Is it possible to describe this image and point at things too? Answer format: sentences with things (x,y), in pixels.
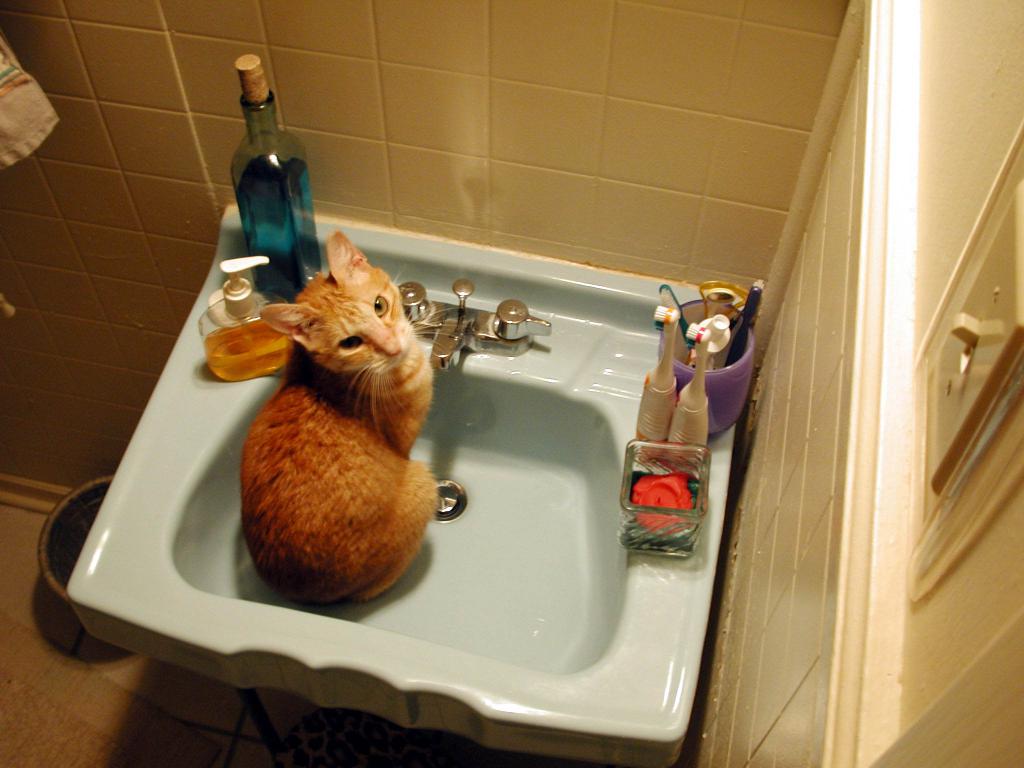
In this image there is a sink (622,551), on that sink (652,584) there are brushes (678,412), bottles (249,240) and there is a cat (381,493) around the sink (187,513) there is a wall (774,518), below that there is a bucket (47,535).
